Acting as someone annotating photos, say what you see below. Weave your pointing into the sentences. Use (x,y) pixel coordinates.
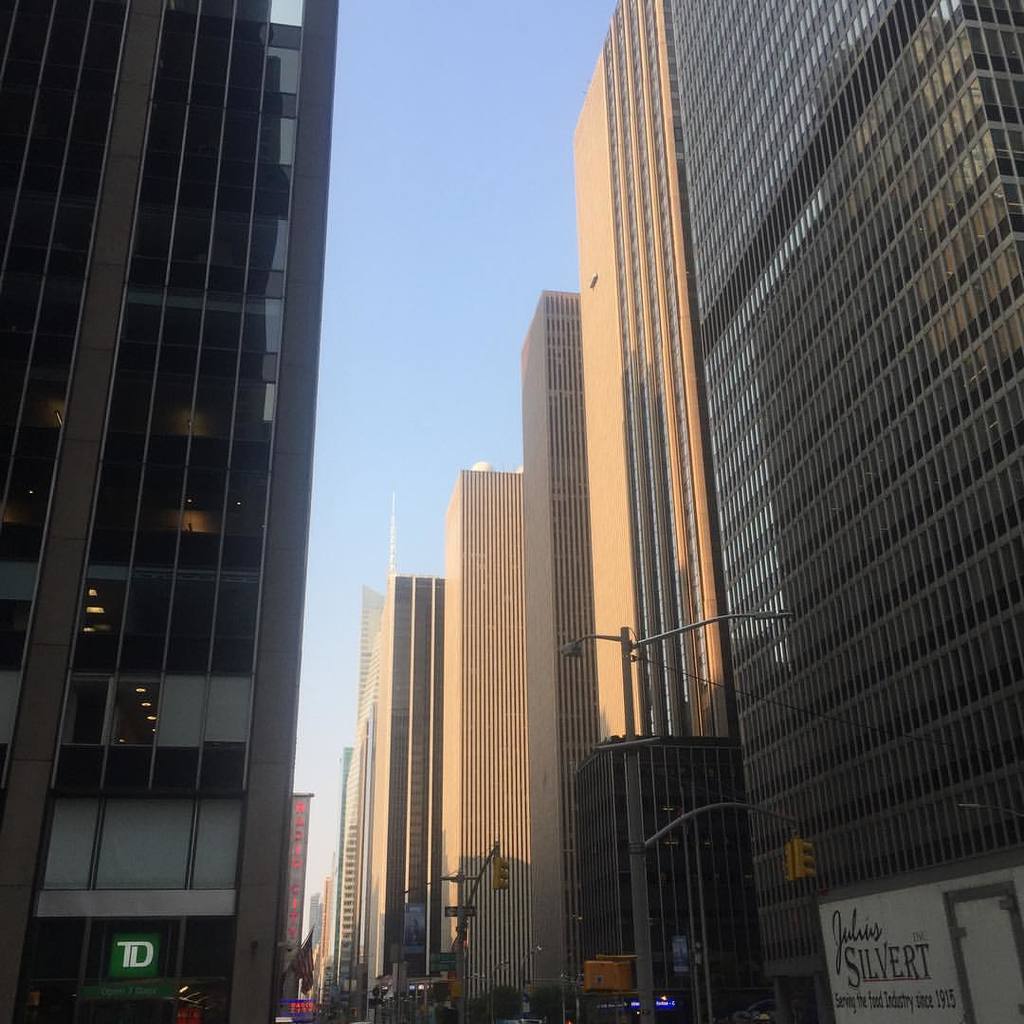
In this picture there are few traffic lights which are attached to a pole (645,869) beside it and there are buildings (421,759) on either sides of it.
